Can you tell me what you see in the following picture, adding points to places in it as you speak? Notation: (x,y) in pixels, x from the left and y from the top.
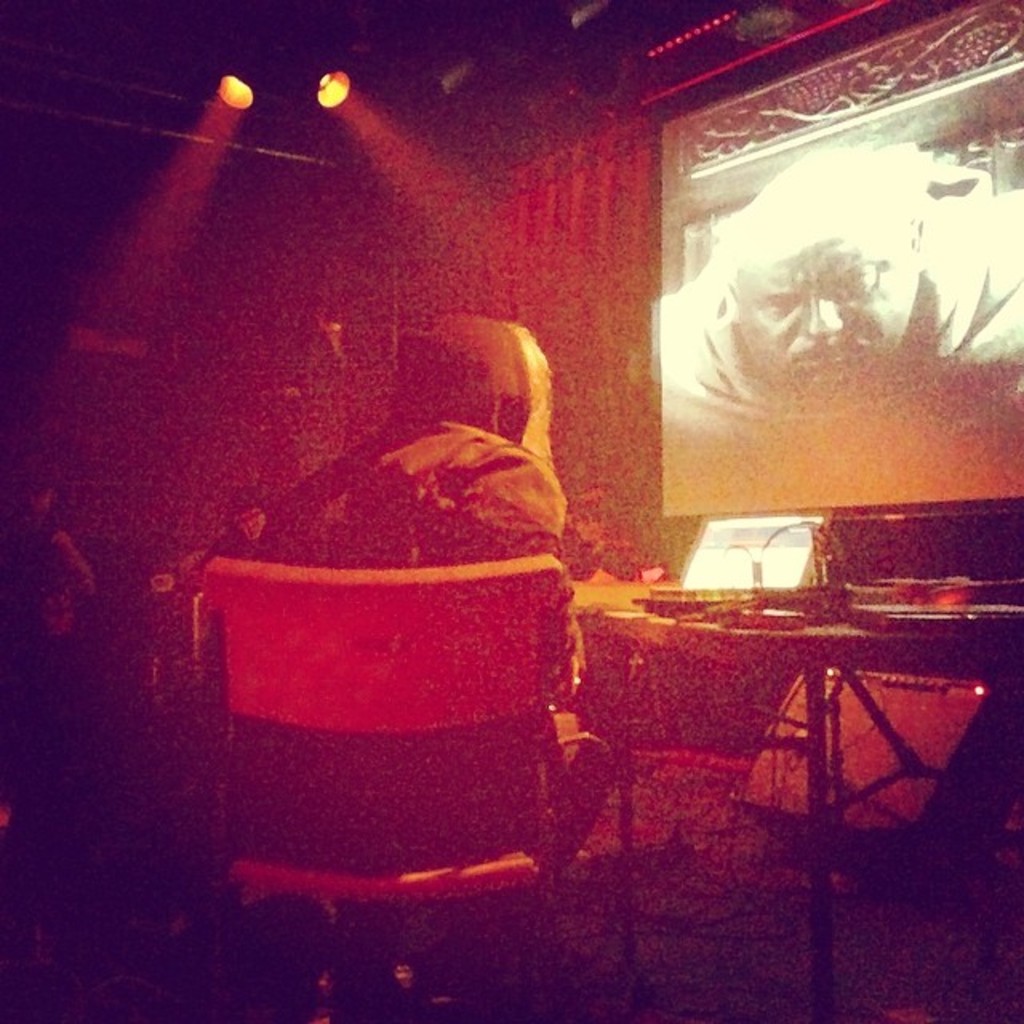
A person (415,529) is sitting on a chair (501,620). In-front of him there is a table (722,627). On this table (777,639) there is a laptop (767,576) and things (922,604). This is screen (692,186) and focusing lights (246,100).
